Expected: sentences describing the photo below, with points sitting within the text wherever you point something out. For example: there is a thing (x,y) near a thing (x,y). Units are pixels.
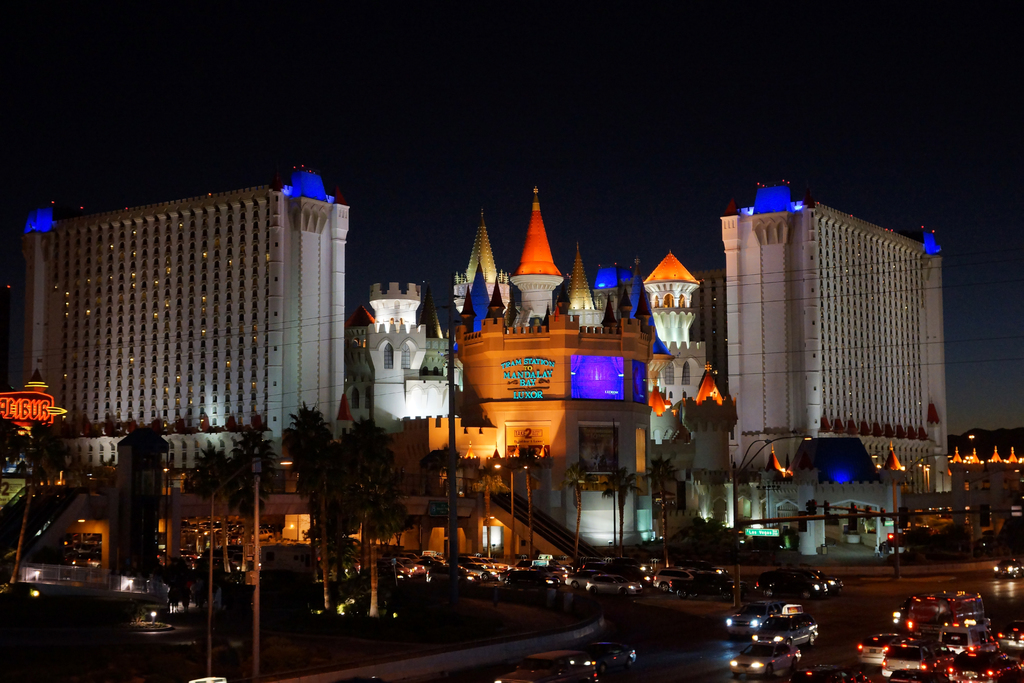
In this image we can see many vehicles (689,587) on the road (935,577). Also there are trees (359,532). And there are buildings (317,380). In the background (493,116) there is sky (299,109). And also there are lights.
